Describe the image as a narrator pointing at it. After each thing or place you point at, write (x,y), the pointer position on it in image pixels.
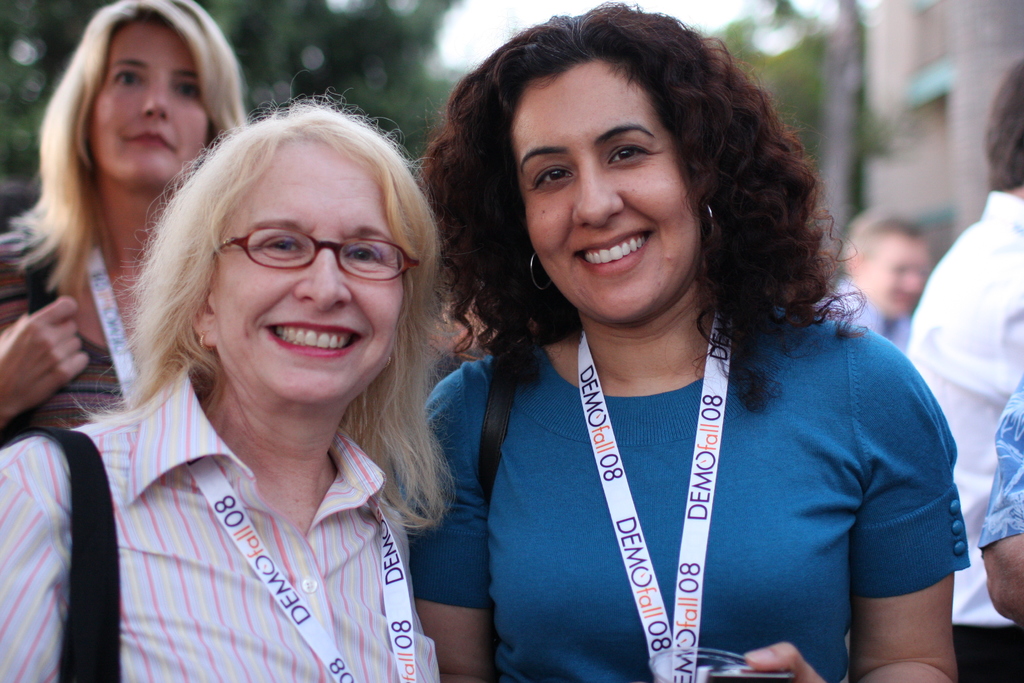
At the left side of the image (210,496) there is a lady (162,417) with pink shirt (166,513) is smiling and around her neck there is a tag (259,551). Behind her there is another lady (82,350) standing. Beside the pink shirt lady (419,518) there is a lady (537,477) with blue t-shirt (792,509) is standing and there is a tag (710,423) around her neck (613,363). To the right side of the image (991,228) there are few people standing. In the background (746,51) there is a green color.
